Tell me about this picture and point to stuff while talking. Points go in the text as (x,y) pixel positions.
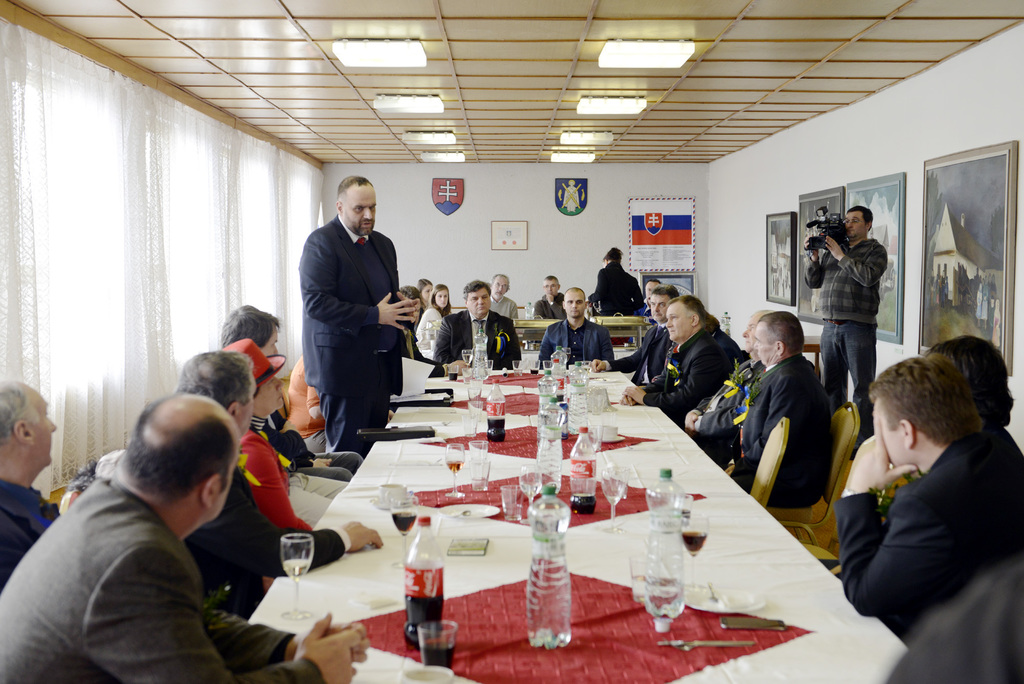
This picture show group of people (799,359) seated and a man (867,263) standing and taking a video and we see other man (338,268) standing and speaking with others (696,349) in the meeting.
